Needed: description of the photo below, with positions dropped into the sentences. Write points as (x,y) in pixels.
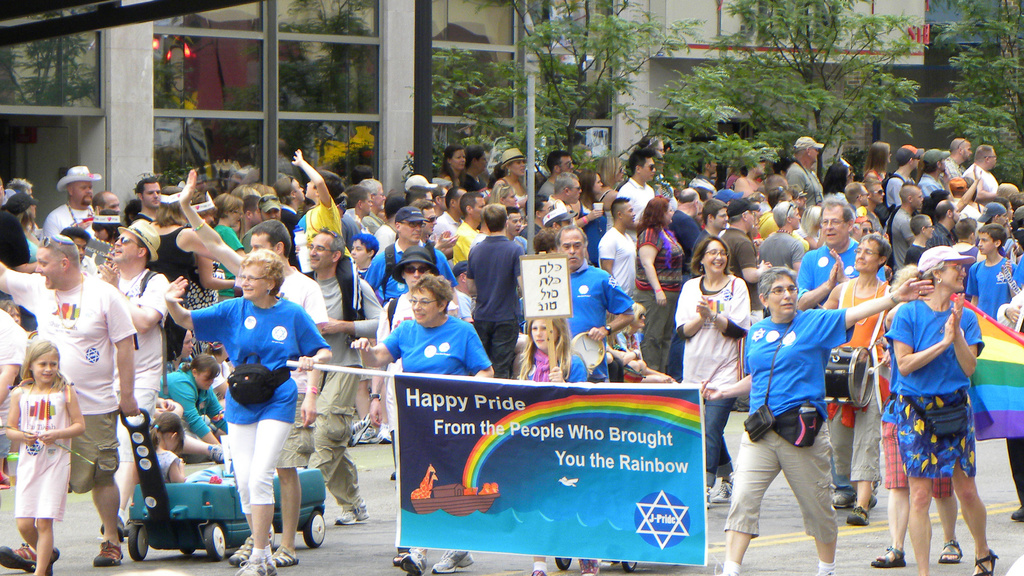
In this image there are persons (735,328) standing and walking. In the front (441,410) there are persons (277,363) holding banner (537,459) with some text (654,462) written on it. In the background (293,73) there are buildings (261,66) and trees (803,98). In the center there is a pole (527,139).
